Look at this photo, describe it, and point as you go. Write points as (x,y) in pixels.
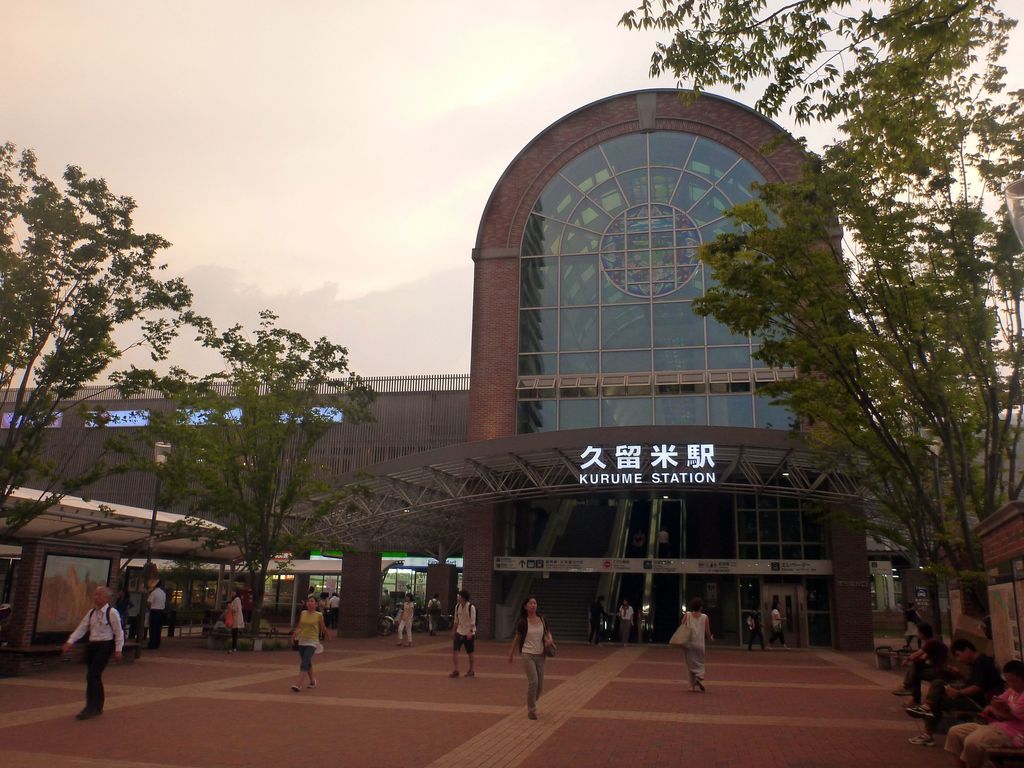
In this image, we can see a building (132,489), shed (434,546), trees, stairs (552,613), walls (374,597) and few objects (46,578). Here we can see few people (690,643). Few are walking on the walkway (713,714). On the right side of the image (925,663), we can see few people (969,661) are sitting. Background (351,185) we can see the sky (355,166).
